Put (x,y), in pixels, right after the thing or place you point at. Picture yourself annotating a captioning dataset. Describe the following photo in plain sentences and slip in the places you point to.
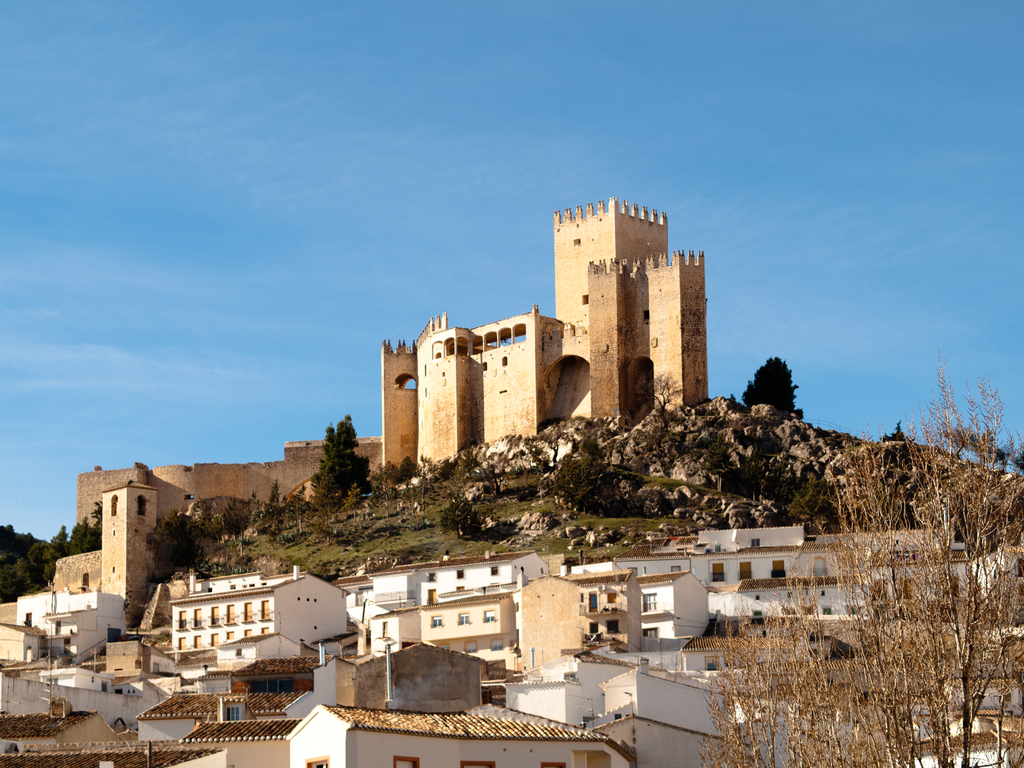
At the bottom of the picture (510,679), there are many buildings (429,687) which are in white color. Behind that, there are many trees (316,514) and we see a fort (552,339) in the background (643,311). At the top of the picture (513,126), we see the sky (279,218).
